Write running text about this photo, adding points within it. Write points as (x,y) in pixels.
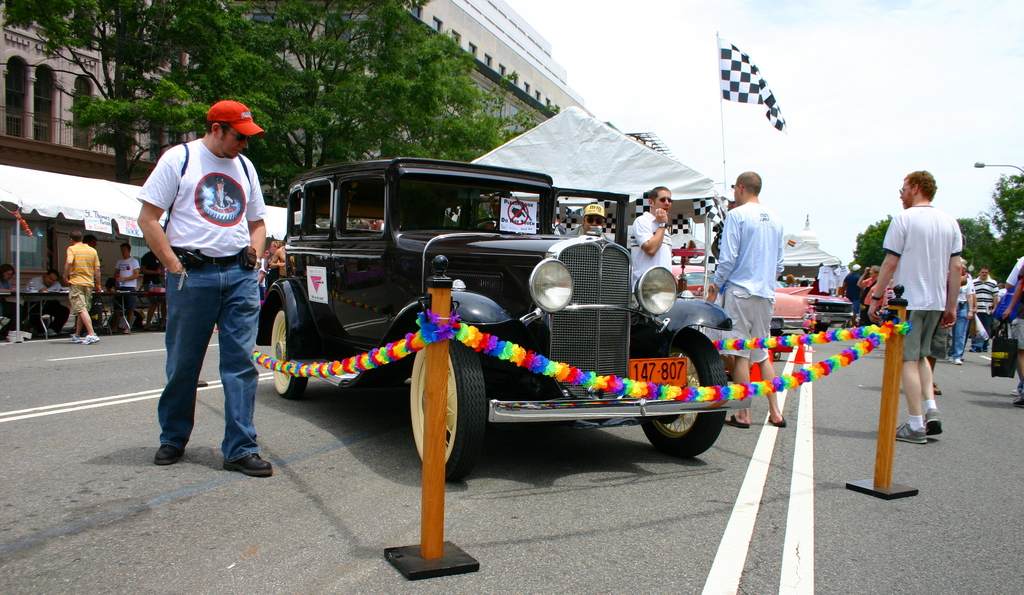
In this image we see many people (983,270). There are few buildings (555,63) in the image. There is a road (674,525) in the image. There are a few tents (826,261) in the image. There are few barriers (489,337) in the image. There are many people (185,286) in the image. There are few people (198,320) carrying objects (999,336) in the image. There are few trees (993,242) in the image.
